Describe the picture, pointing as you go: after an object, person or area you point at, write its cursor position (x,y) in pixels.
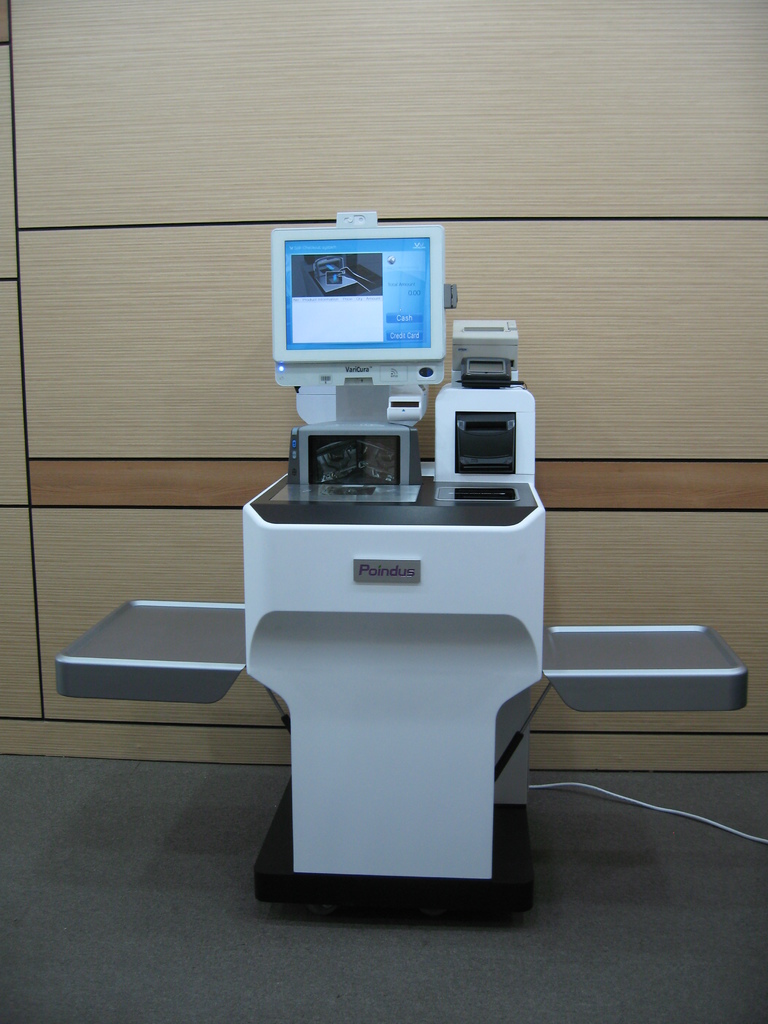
In the background (588,185) we can see the wooden wall (392,132). In this picture we can see a machine (325,247). We can see a wire (724,825) on the floor carpet (588,1007).
